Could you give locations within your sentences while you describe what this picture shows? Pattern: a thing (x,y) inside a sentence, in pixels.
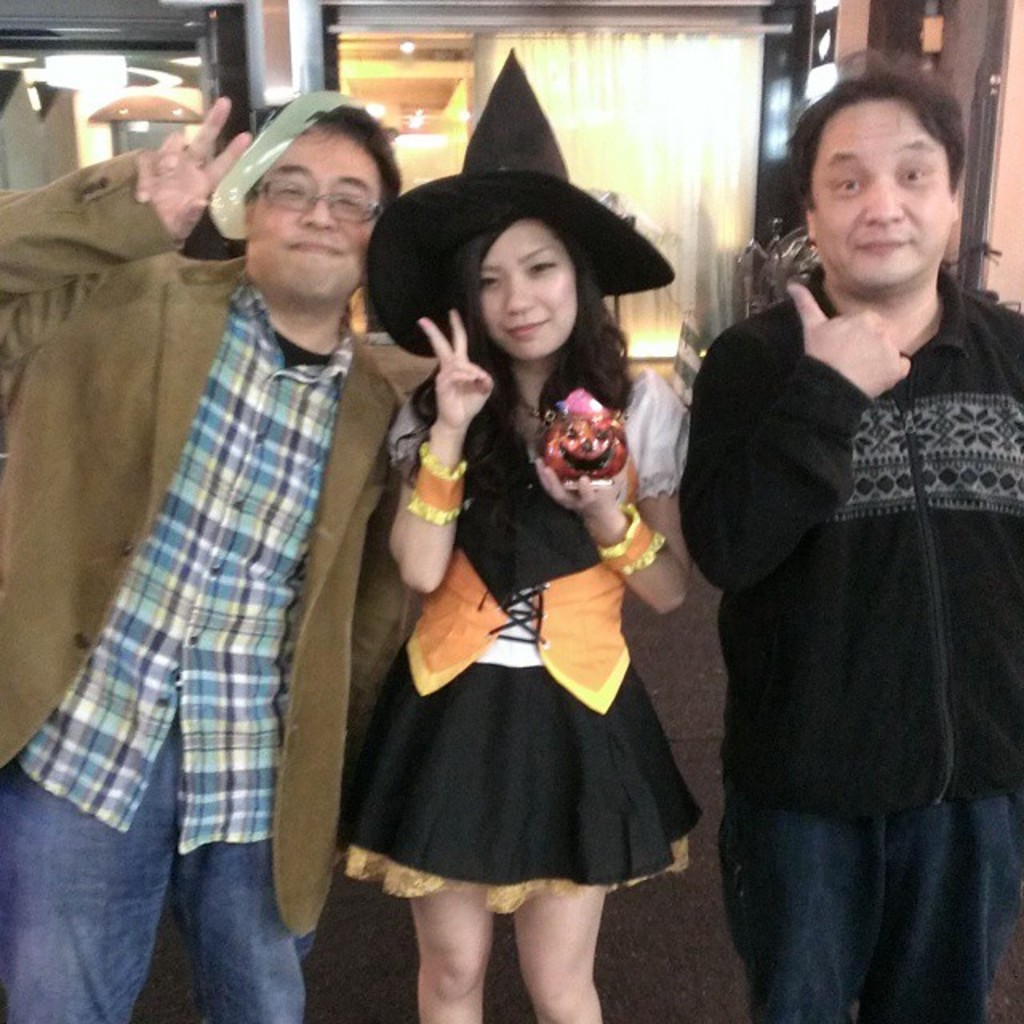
In this image, we can see people (619,392) standing and wearing caps (424,254) and one of them is holding an object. In the background (265,58), there are lights (186,65), we can see a wall (230,59) and a door (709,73) and a curtain (594,118). At the bottom (659,958), there is floor (657,969).
